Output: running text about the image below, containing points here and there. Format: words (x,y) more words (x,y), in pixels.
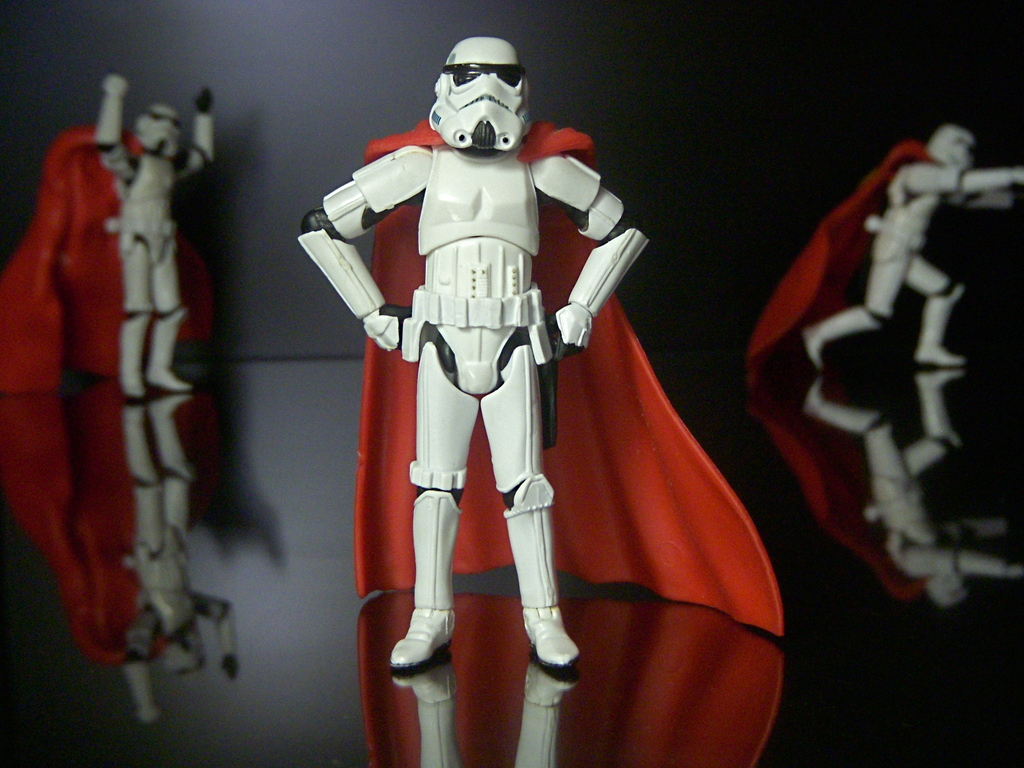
In this image, we can see some white toys (159,372).
